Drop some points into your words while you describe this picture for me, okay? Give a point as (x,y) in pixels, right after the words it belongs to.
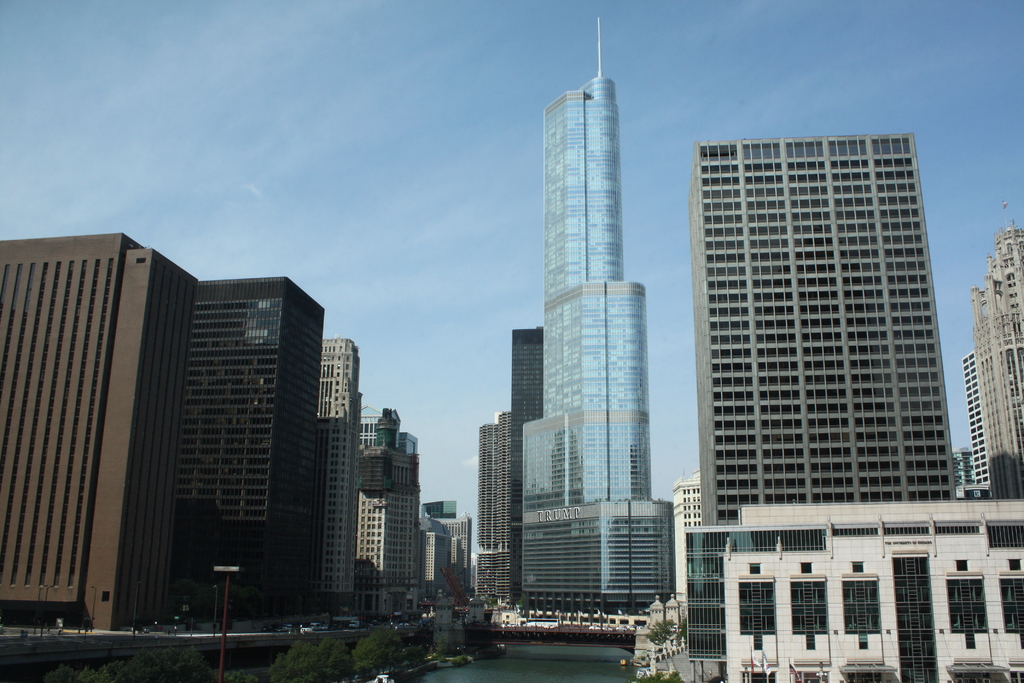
In this image we can see some buildings (400,586) there is water (463,673), trees (315,645) and road (321,632) in the foreground of the image (331,643) and in the background of the image (321,133) there is clear sky (366,125).
